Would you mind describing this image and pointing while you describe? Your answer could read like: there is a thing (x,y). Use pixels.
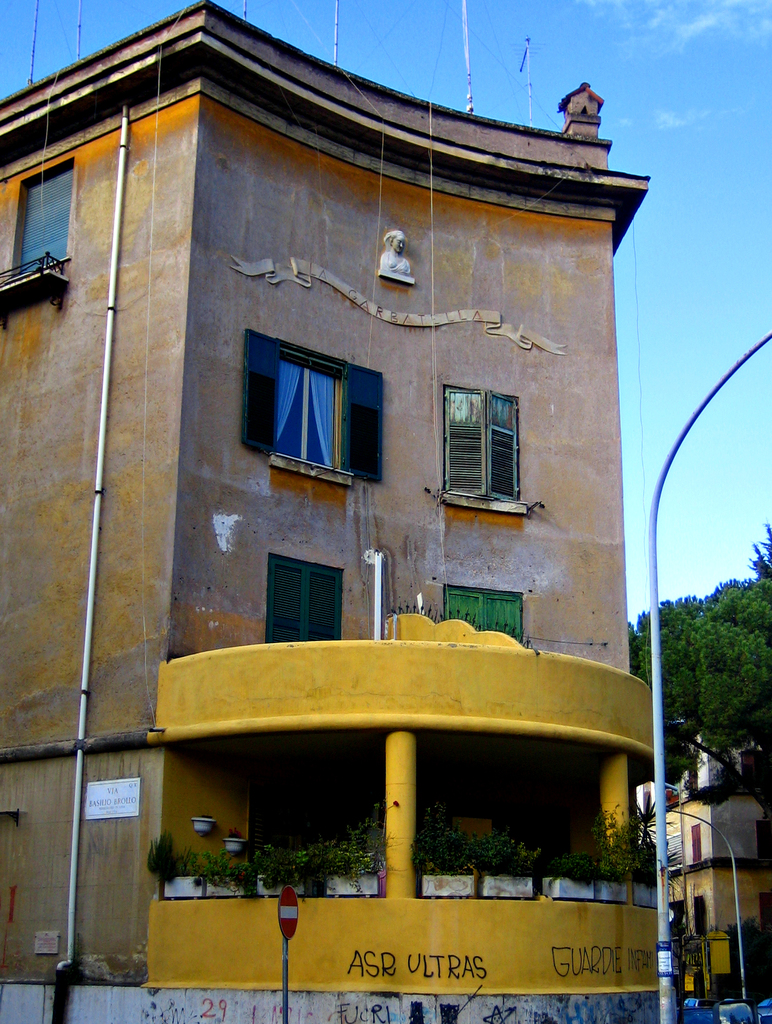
This image consists of a building (300,478) along with the windows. In the front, we can see pillars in yellow color. On the right (764,672), there is a pole (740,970) and a tree (724,685). At the top (536,15), there is sky (536,15). And we can see a text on the wall (411,952).
